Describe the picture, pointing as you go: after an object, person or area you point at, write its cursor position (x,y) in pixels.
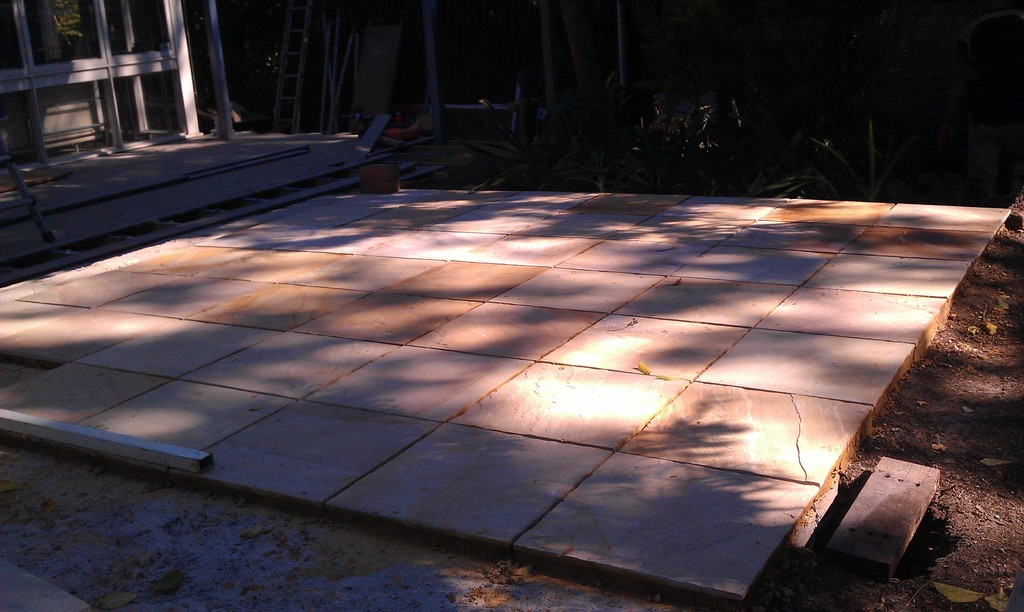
There is a floor (435,312) with tiles (561,375). In the back (619,142) there are few plants (765,143). Also there is a ladder (286,65). And there are rods (619,4) and wooden pieces (388,102).
